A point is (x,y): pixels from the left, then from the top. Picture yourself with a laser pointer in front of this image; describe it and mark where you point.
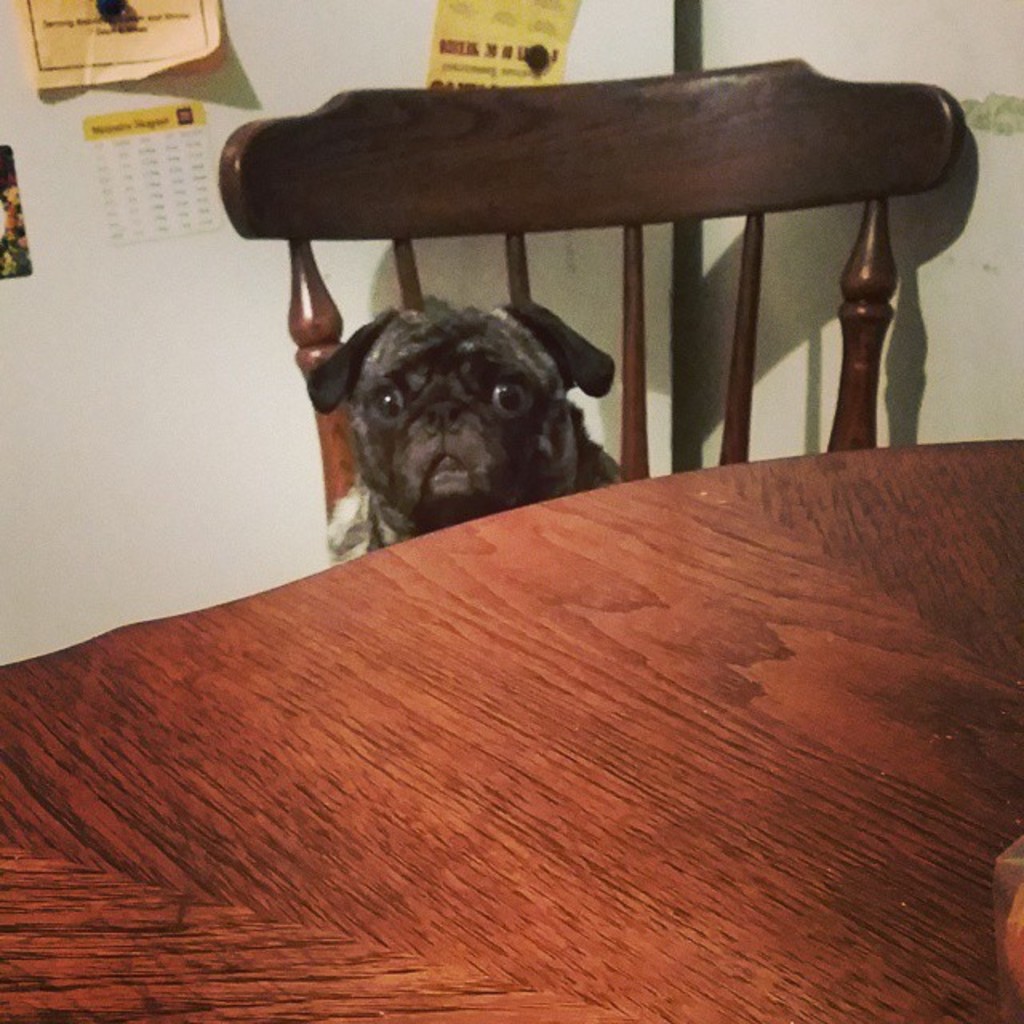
This is a table (726,805) and there is a chair (851,427). Here we can see a dog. There is a wall (466,285) and these are the posters (39,66).
